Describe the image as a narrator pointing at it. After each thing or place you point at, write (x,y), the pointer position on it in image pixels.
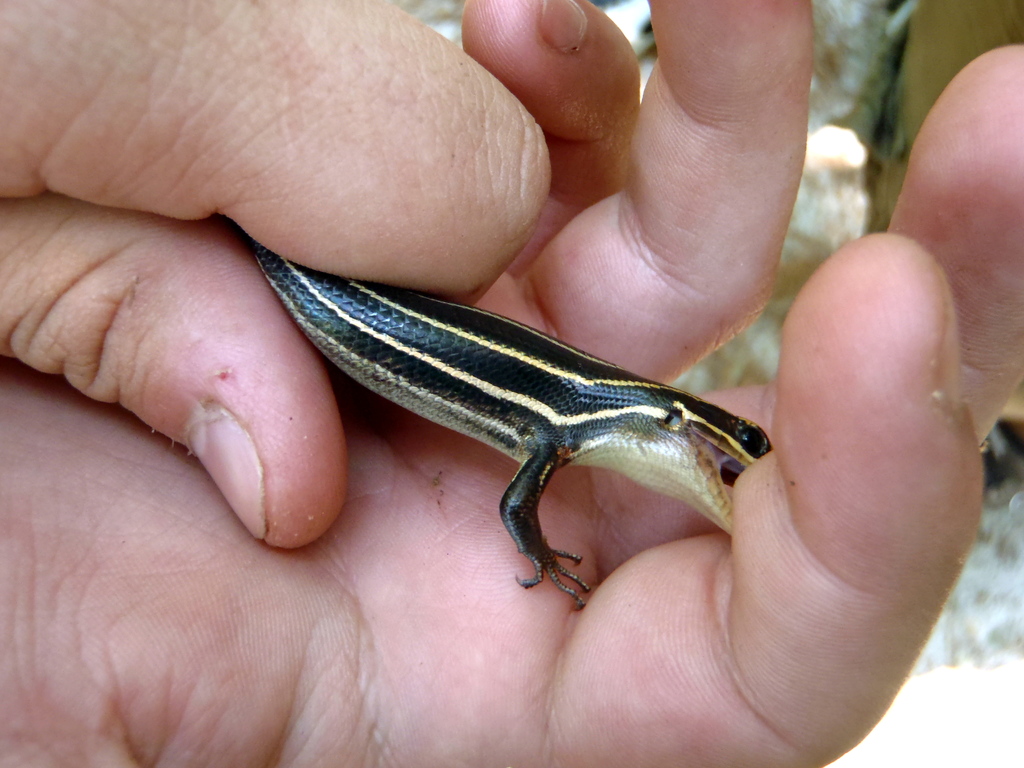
In this picture we can see a reptile (531,440) in hands (401,463).
